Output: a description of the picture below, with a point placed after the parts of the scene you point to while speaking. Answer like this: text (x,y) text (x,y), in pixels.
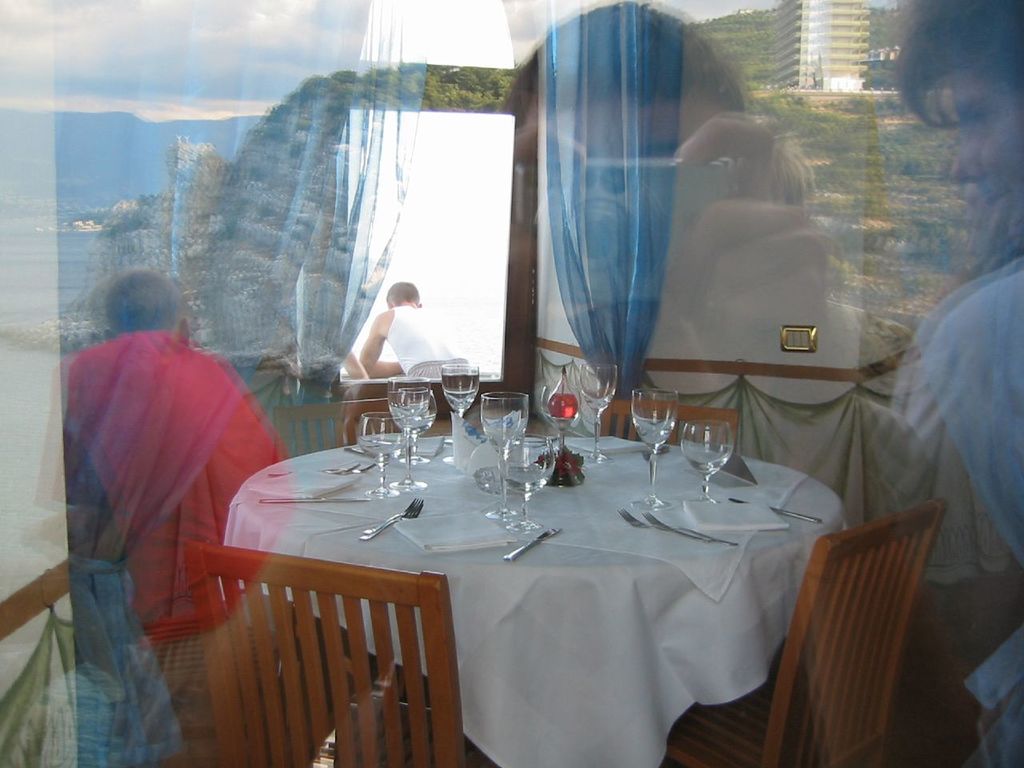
It's a reflection (825,121) of glass (752,86) where we can see a table (308,535) on which we have glasses (466,391), forks (722,539), tissue papers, and a curtain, and we also have chairs (362,645) and a man (184,492). In the background (786,242) there is a wall (790,259) and a curtain (634,188) and a man (609,156) is taking a picture of a room (602,145) with his camera (618,230).
